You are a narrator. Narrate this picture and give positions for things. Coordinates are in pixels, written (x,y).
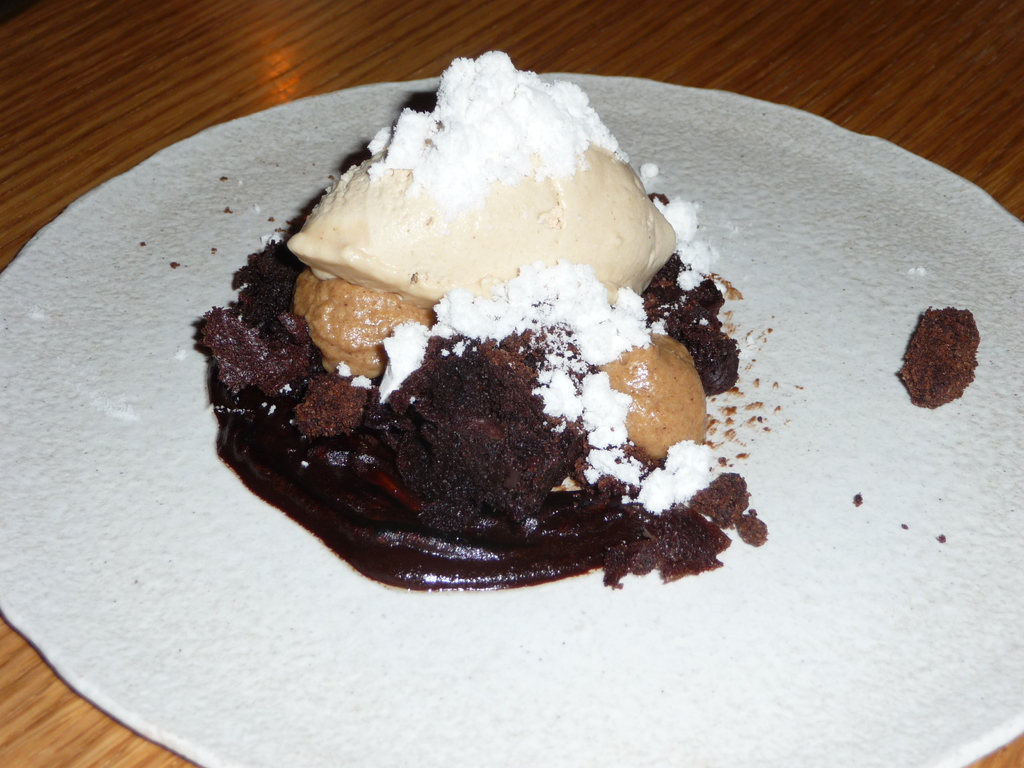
There is a wooden table (328,82). On that there is a white surface (485,662). On that there is a food item (428,485) with chocolate (428,422), white powder (560,340) and some other things (461,242).
